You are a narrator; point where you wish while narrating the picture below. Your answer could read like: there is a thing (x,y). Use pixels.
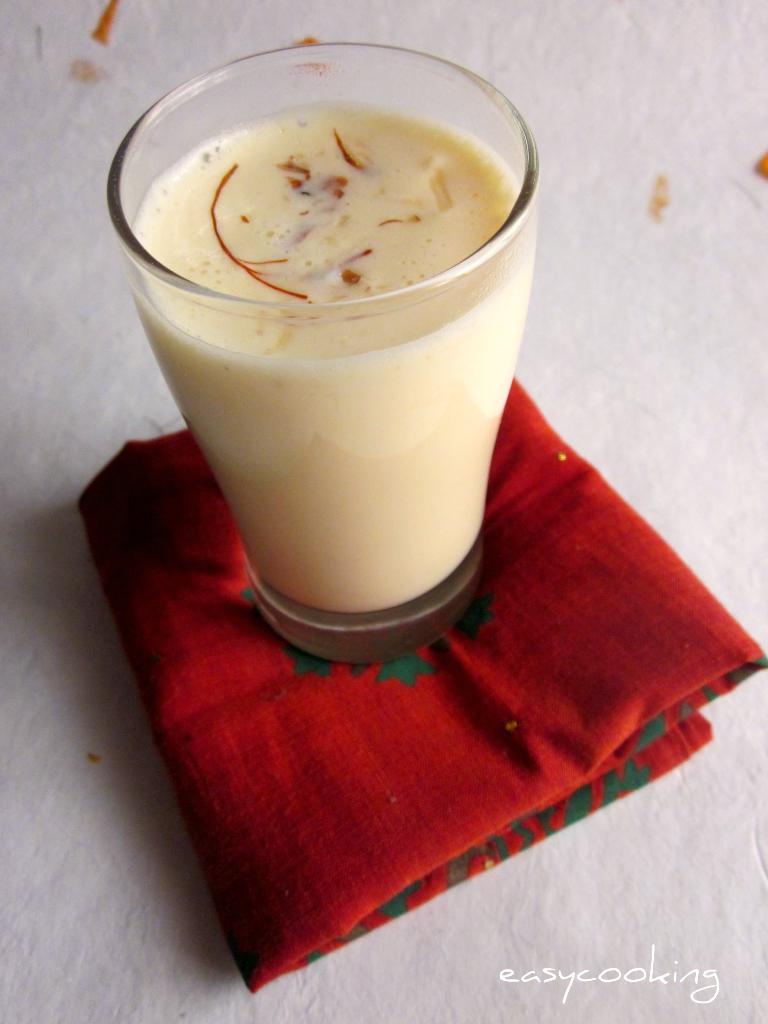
In this image we can see a glass (315,448) with a drink (274,455) and a cloth (164,725) on an object (131,836), which looks like a table (433,18), at the bottom of the image (654,968) we can see the text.
